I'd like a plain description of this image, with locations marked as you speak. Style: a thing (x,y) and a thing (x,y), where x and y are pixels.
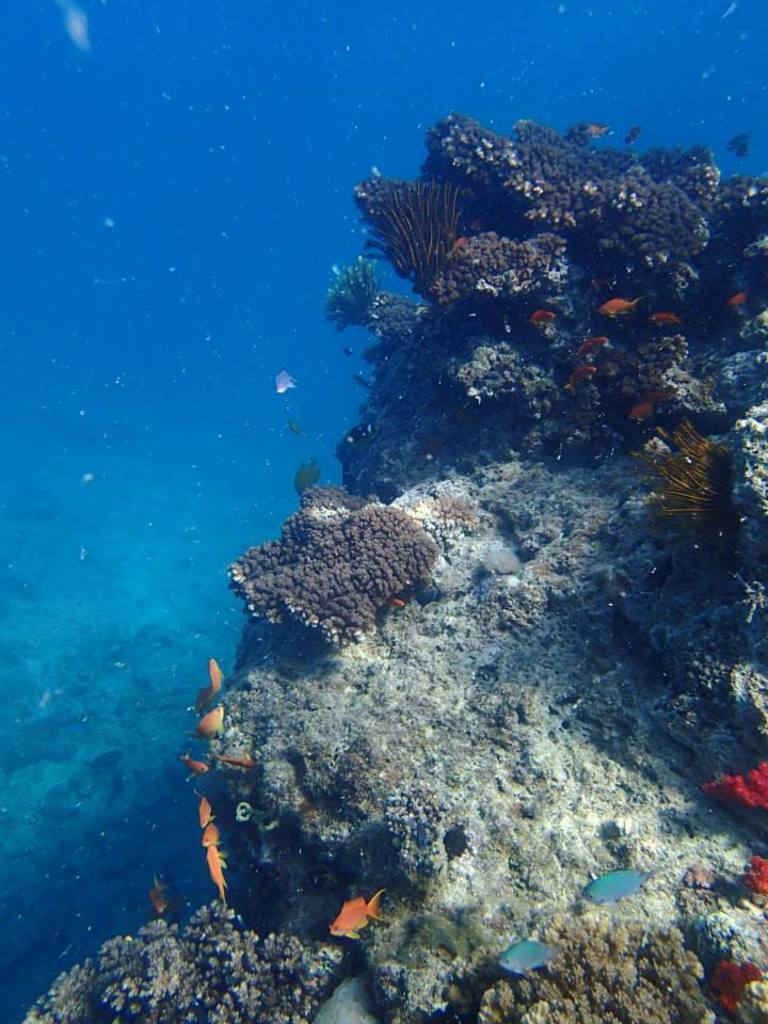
This picture was taken under the water (253,530). I think these are the corals (325,548) and rocks (428,860). I can see the fishes (215,839) moving in the water (215,226).
